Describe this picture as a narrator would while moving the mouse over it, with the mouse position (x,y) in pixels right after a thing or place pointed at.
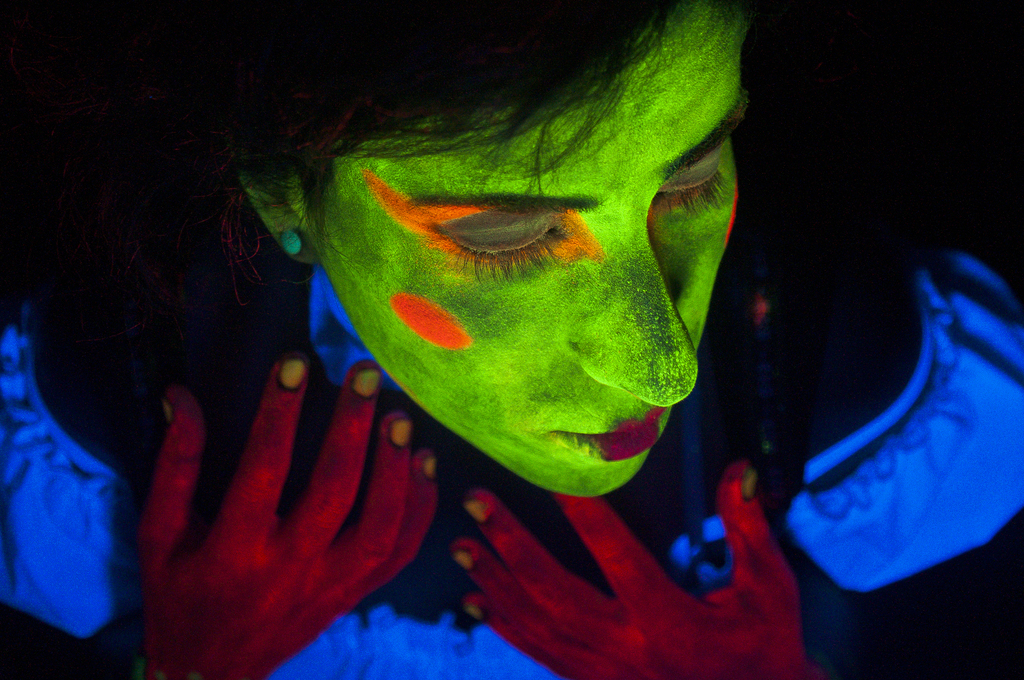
In this image we can see a person (422,566) wearing black light face painting (575,456).
